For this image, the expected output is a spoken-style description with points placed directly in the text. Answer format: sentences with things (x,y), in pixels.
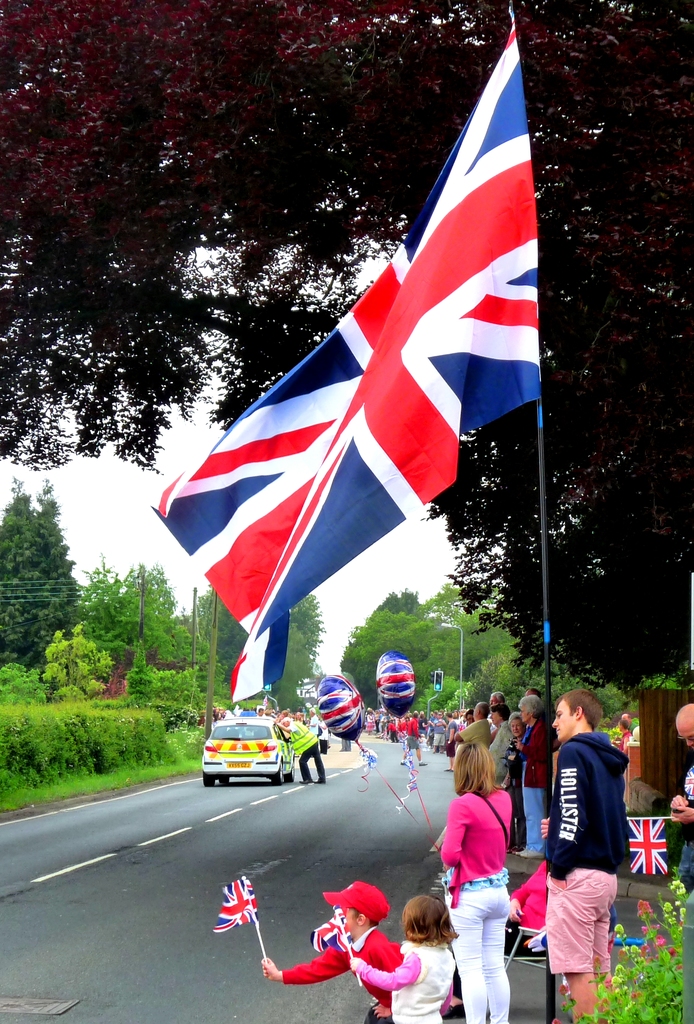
In this image I can see few persons (516,847) standing and holding few flags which are red, white and blue in color. I can see the road (180,858), few vehicles (244,749) on the road (178,830), few persons (284,711) standing on the road (329,874), few trees (38,636) which are green in color and the sky (21,466) in the background (129,489).
